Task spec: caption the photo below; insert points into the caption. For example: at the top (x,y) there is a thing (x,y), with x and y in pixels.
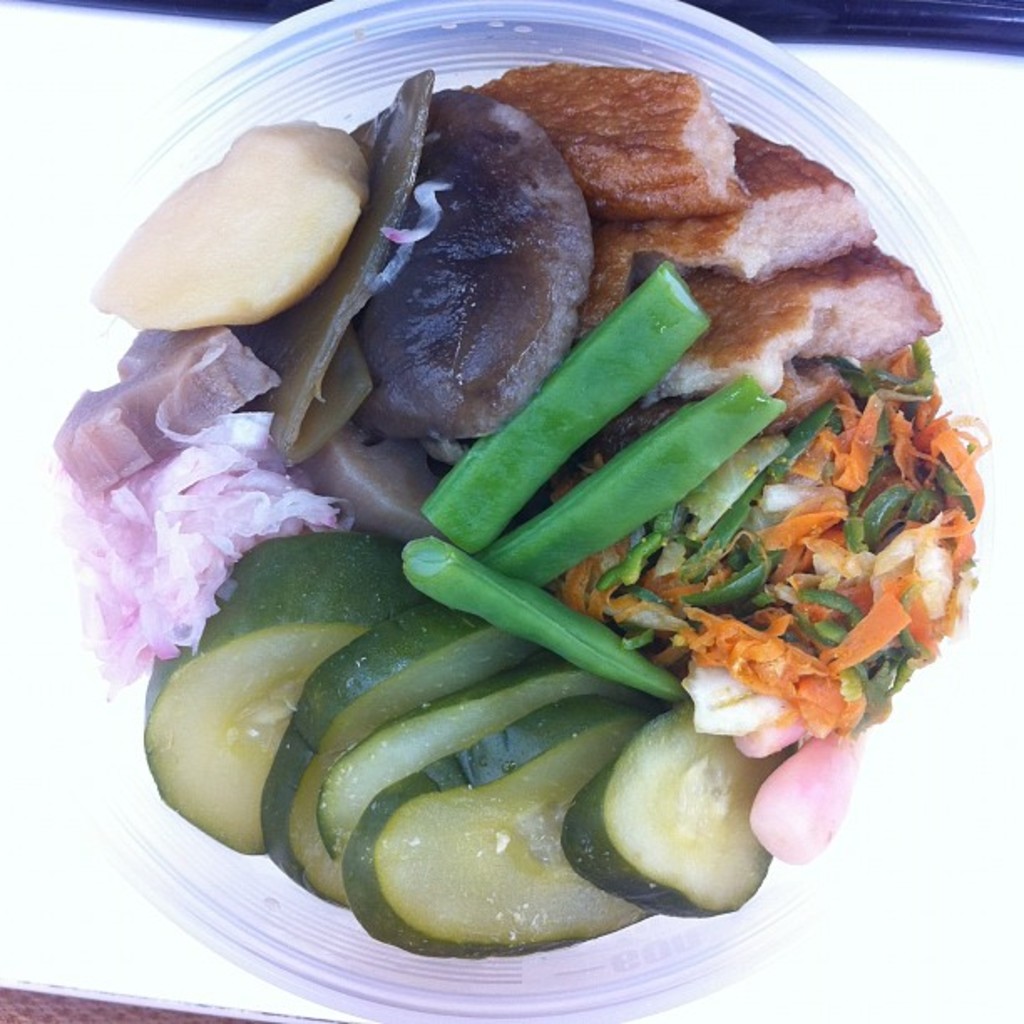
In the image I can see a bowl (480,7) in which there are some slices of onion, carrot (861,429) and some other vegetables (491,566) and food items (451,544).
